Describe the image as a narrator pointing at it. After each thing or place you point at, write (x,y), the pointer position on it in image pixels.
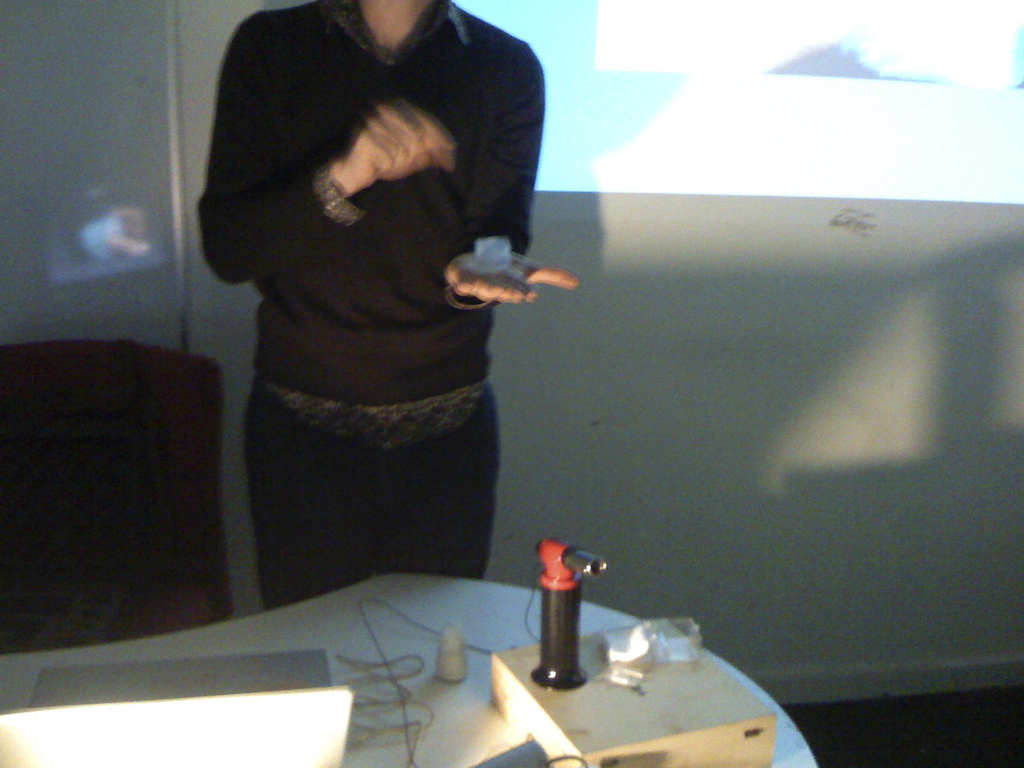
In this image we can see a person (389,405) holding a ice cube (485,249) in his hand (464,265). There is a table (390,704) with some objects (303,652) on it. There is a chair (120,402). In the background of the image (153,270) there is a wall (711,235). There is a screen (652,58).
